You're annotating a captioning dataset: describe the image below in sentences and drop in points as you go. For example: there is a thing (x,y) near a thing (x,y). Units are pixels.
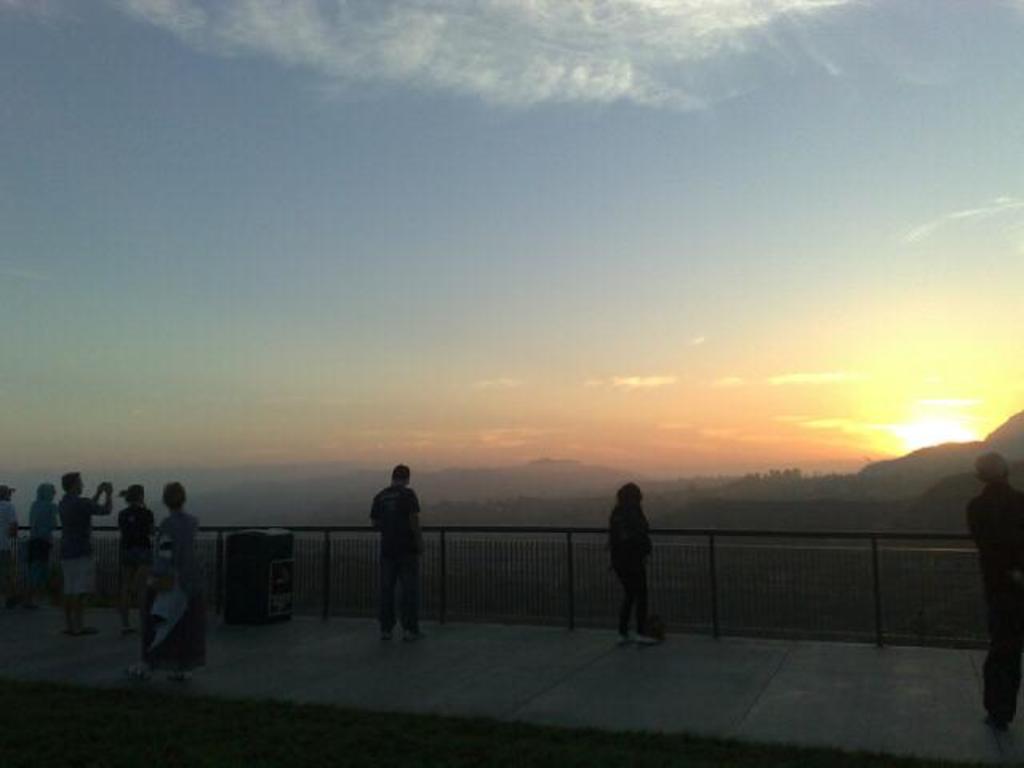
At the bottom of the image (125,547) there are few people (79,579) standing and also there is a bin (233,593). In front of them there is a fencing (781,585). Behind the fencing (766,596) there are hills (319,518). And at the top of the image (244,233) there is a sky (650,159) with sun (903,425).
